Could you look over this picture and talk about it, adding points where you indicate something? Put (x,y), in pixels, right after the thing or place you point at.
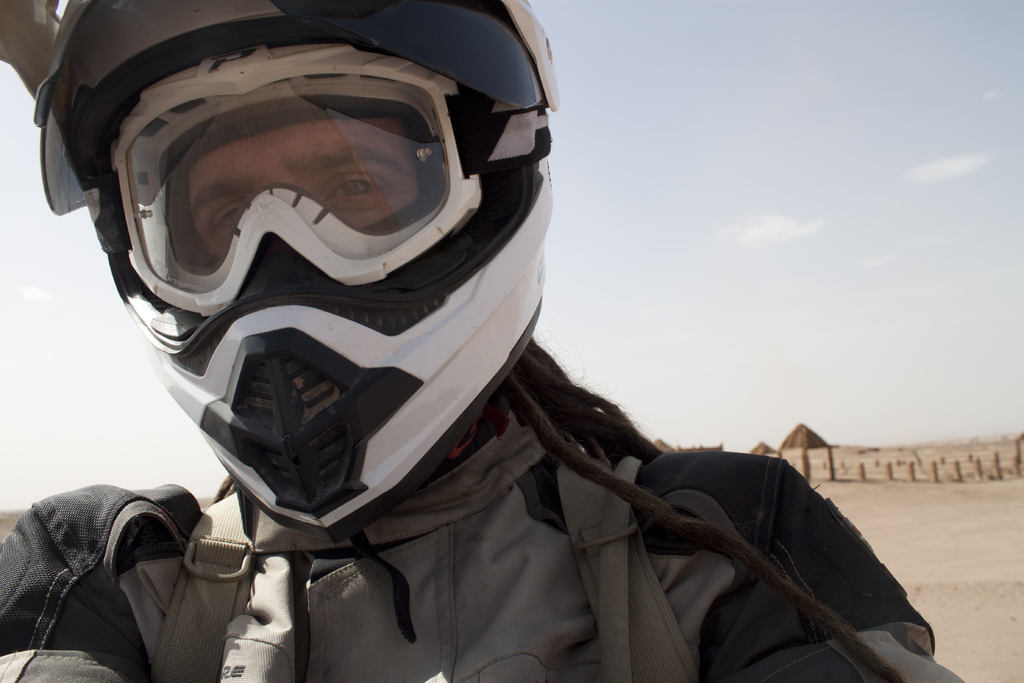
In this image in the center (580,432) there is a man (357,539) wearing a helmet (369,378). In the background (808,440) there are poles (830,456) and there is an object (795,440) which is brown in colour and the sky (809,233) is cloudy.
